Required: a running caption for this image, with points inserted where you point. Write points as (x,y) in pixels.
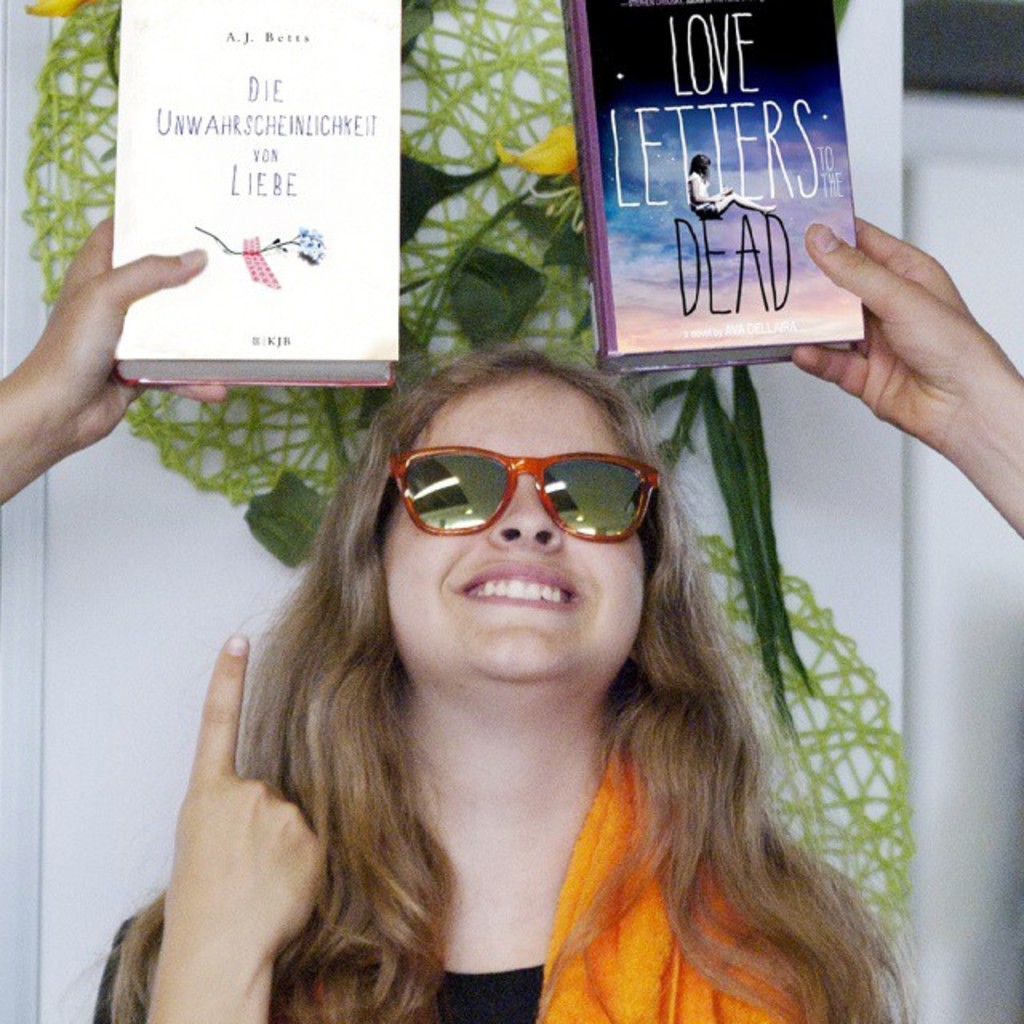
In the center of the image (438,492) we can see a lady (429,634) is smiling and wearing a dress (463,996), goggles (429,461). In the background of the image (1017,426) we can see the wall (12,711), decor (496,252), hands (1003,448) and books (321,249).
